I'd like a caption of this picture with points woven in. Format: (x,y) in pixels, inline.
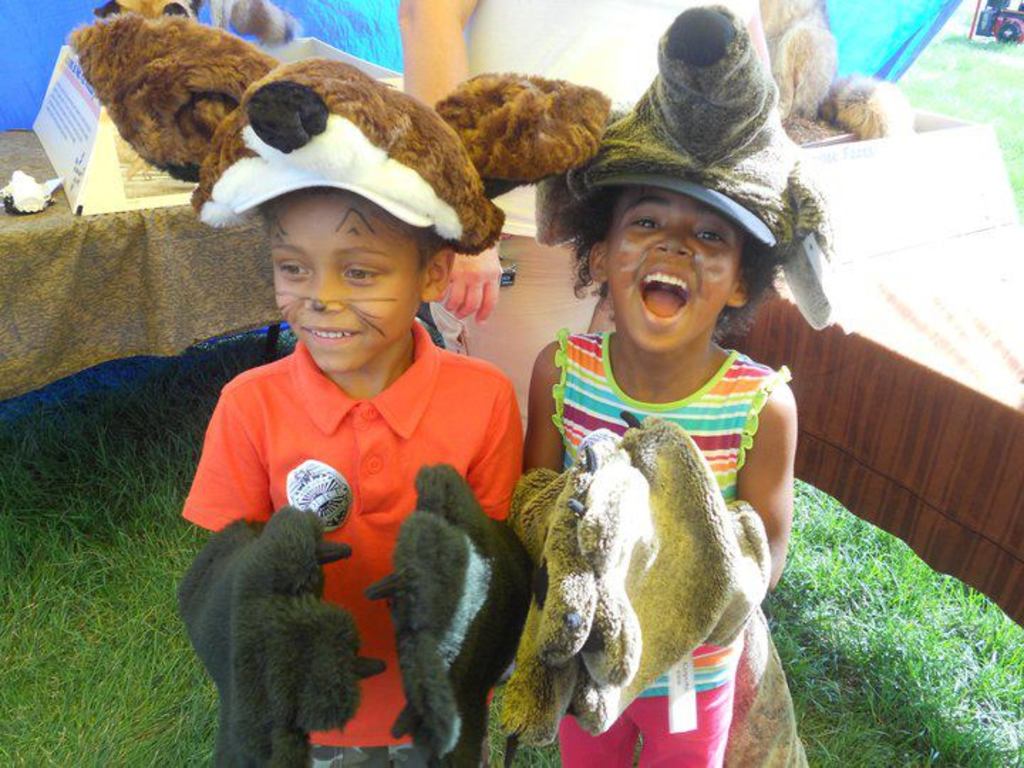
In this image I can see a boy (372,405) wearing orange colored t shirt (353,416) and a girl (560,414) wearing colorful dress (621,425) are standing and I can see they are wearing gloves (487,604). In the background (121,496) I can see some grass (61,513), few toys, a blue colored sheet (925,44) and a vehicle (1017,32).
